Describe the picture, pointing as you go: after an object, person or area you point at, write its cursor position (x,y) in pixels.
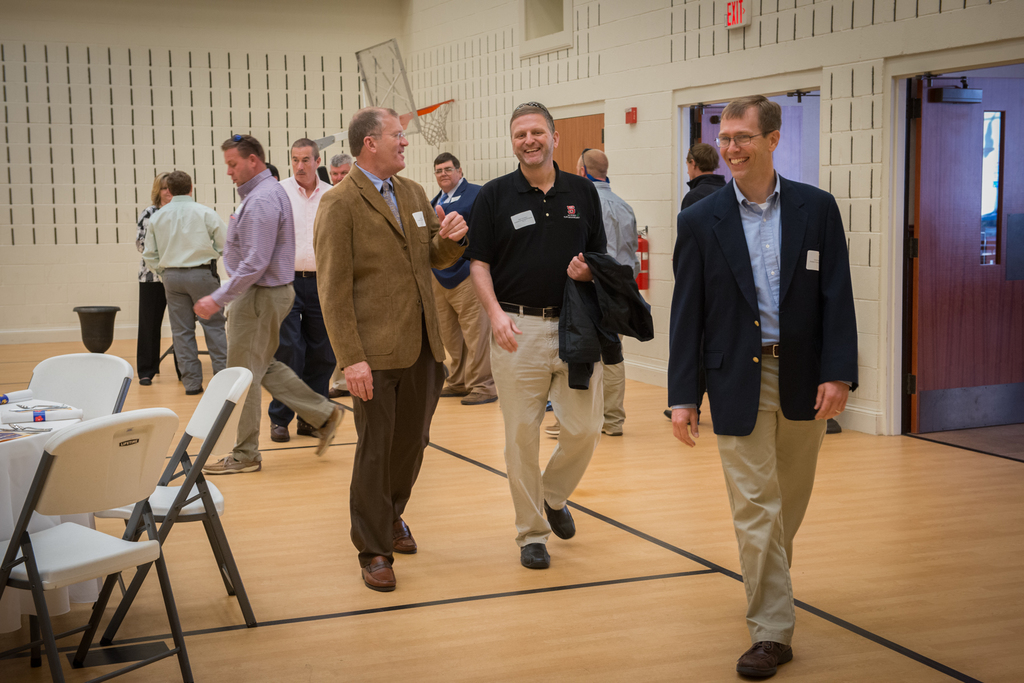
In this image I can see number of people (803,209) are standing, I can also see few chairs (117,465) and tables (60,429). I can also see smile (746,161) on few faces (442,176).
